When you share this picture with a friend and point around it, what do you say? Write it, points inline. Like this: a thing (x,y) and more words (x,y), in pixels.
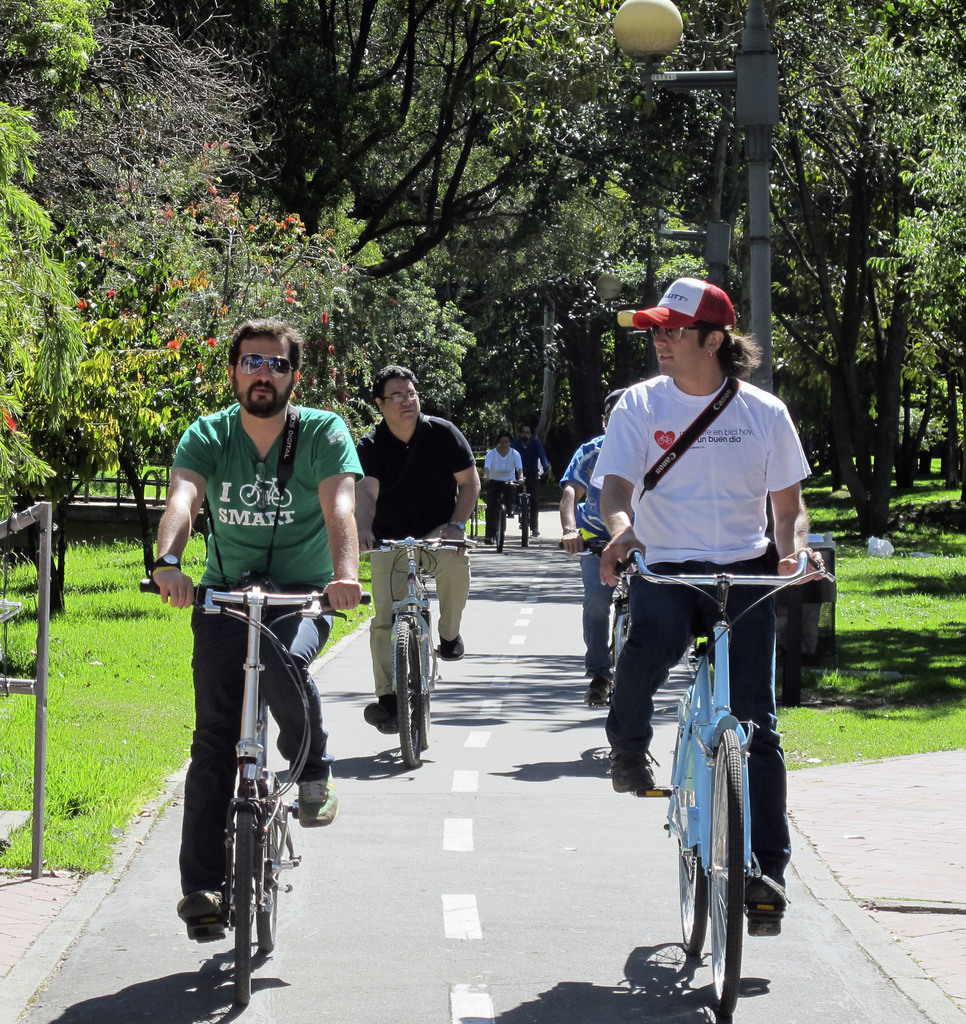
This is a picture from a garden (191,393) or from a street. In the center of the picture (522,458) there are men (708,485) riding bicycles (418,646). On the right (820,364) there are grass (911,589) and trees (859,212). To the left (104,638) there are grass (87,551) and trees (187,180). In the background (769,389) there is a street light (760,280). In the foreground (376,907) there is a road (402,899) and pavement (845,843).
